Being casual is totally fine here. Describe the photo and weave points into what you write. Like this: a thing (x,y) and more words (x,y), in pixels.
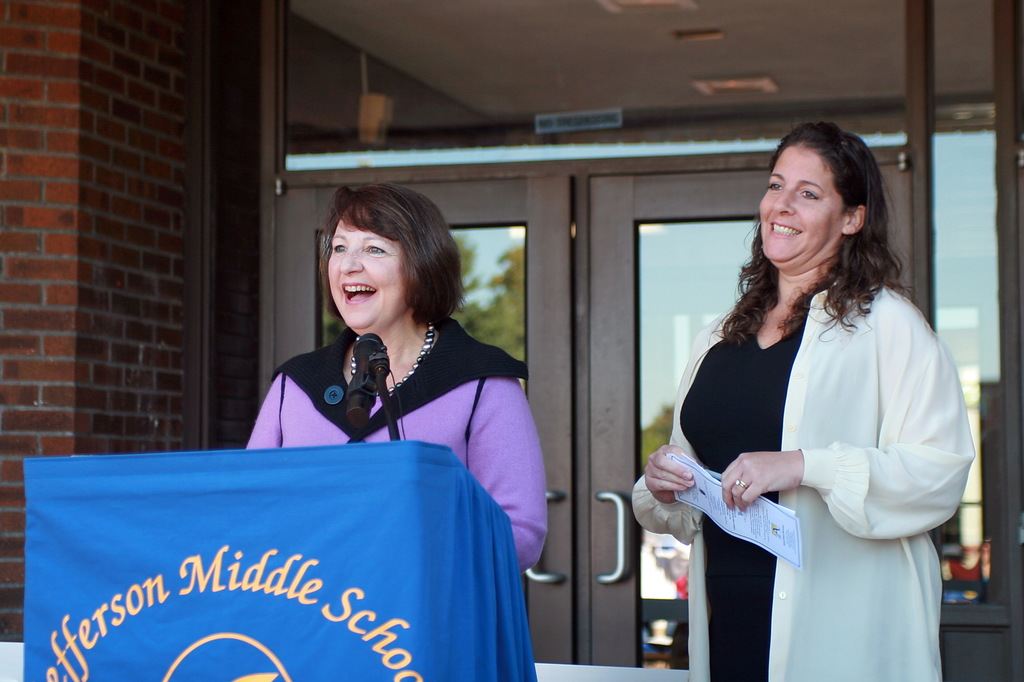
In the picture we can see two women (877,214), woman (757,305) wearing white and black color dress (769,430) holding some paper (749,512) in her hands (743,501) and we can see another woman (462,424) wearing pink color dress (452,434) standing behind podium (397,501) on which there is microphone (385,360) and in the background (718,214) there is glass door (603,268), on left side of the picture (88,191) we can see brick wall (89,167).
